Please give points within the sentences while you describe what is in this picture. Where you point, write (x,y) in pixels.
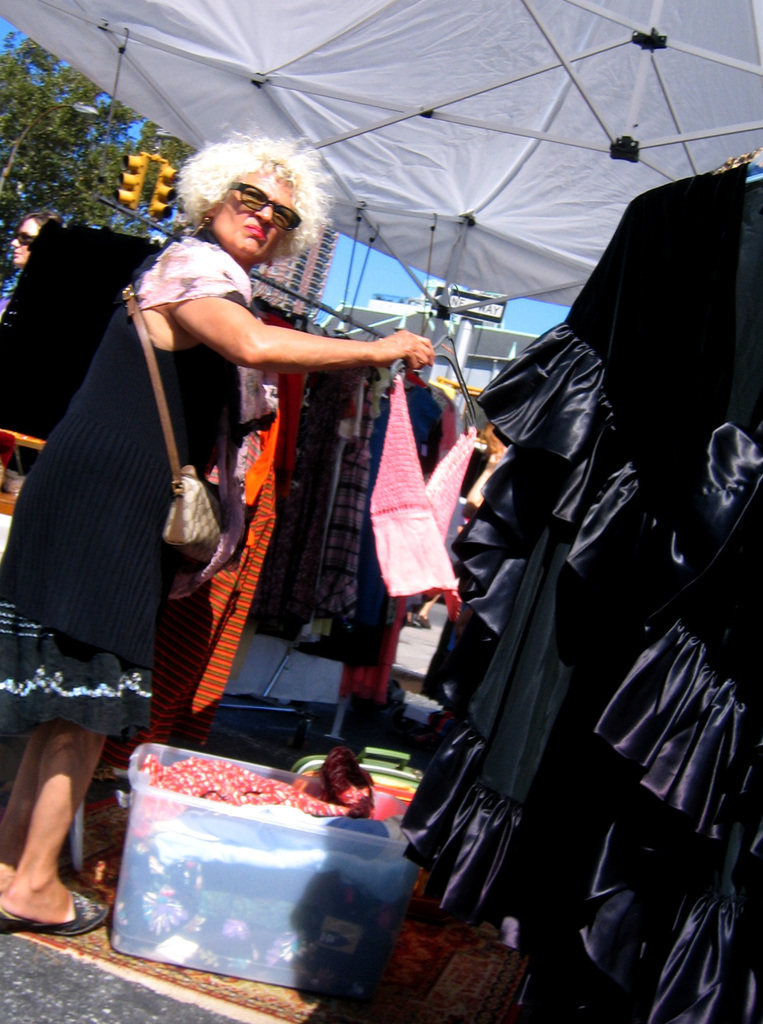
In the image we can see a woman (132,420) standing, wearing clothes (135,444), goggles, shoes (84,914) and she is carrying a bag (161,384) and she is holding a hanger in her hand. Here we can see clothes (523,672), container (230,857) and tent (432,111). Here we can see trees (113,175), signal pole (129,201) and the sky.
